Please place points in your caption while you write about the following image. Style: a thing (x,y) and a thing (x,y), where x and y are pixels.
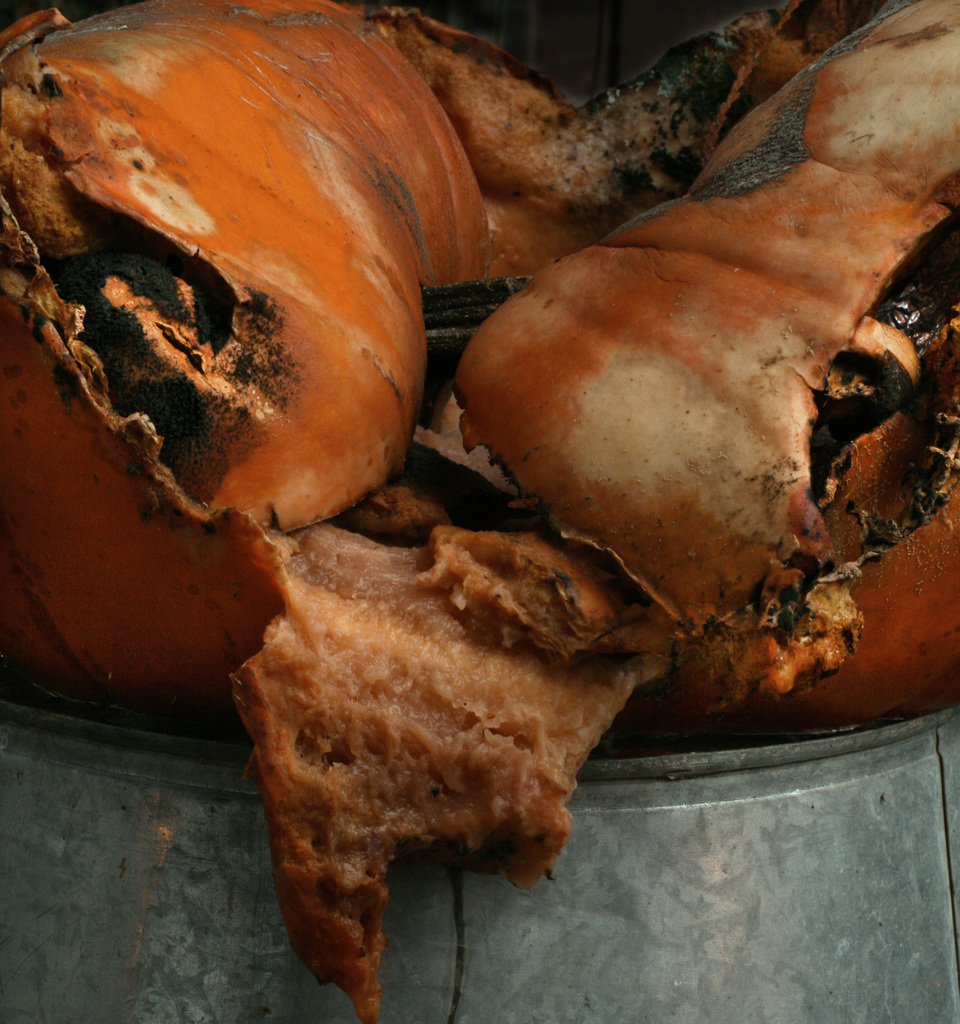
In this image in the center (526,620) there is a rotting pumpkin (357,552), and at the bottom (257,833) there is a metal bucket (285,942).
